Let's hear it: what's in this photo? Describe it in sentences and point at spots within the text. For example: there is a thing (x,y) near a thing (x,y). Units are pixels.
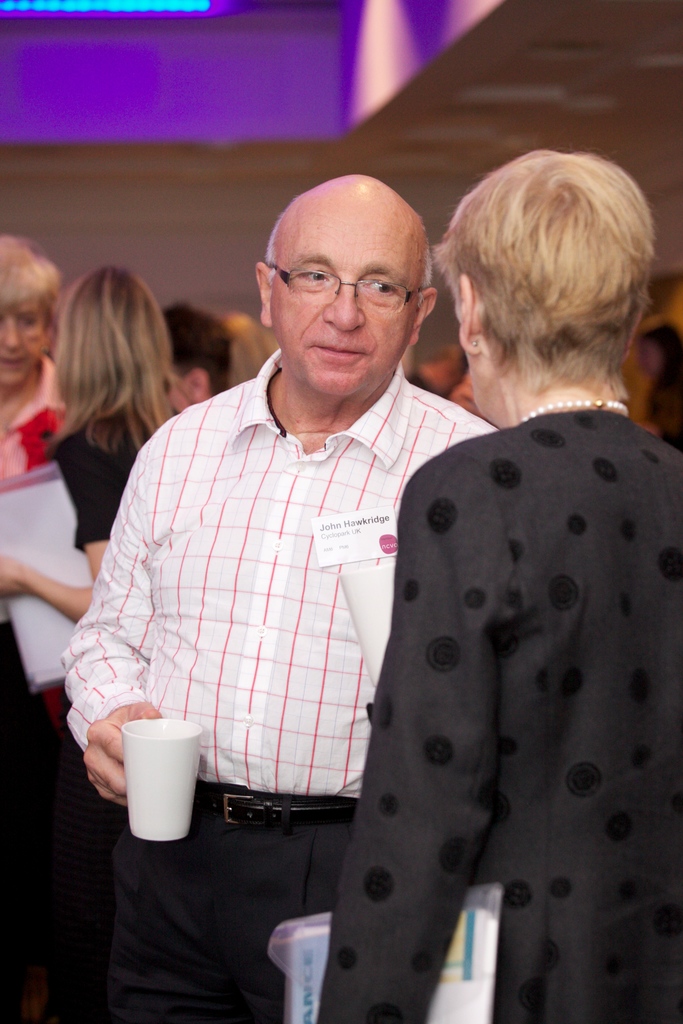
At the top (291,58) we can see the ceiling (233,38) and light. In this picture we can see the people (530,347). In this picture we can see a woman (124,369) in a black dress (77,465), is holding a file (30,489) in her hand (38,577). We can see a man (357,458) wearing a shirt (357,458), spectacles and he is holding a white cup (135,743) in his hand (119,764). on the right side of the picture (590,548) we can see a woman (639,660) wearing a pearl chain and she is holding a file (455,973).
